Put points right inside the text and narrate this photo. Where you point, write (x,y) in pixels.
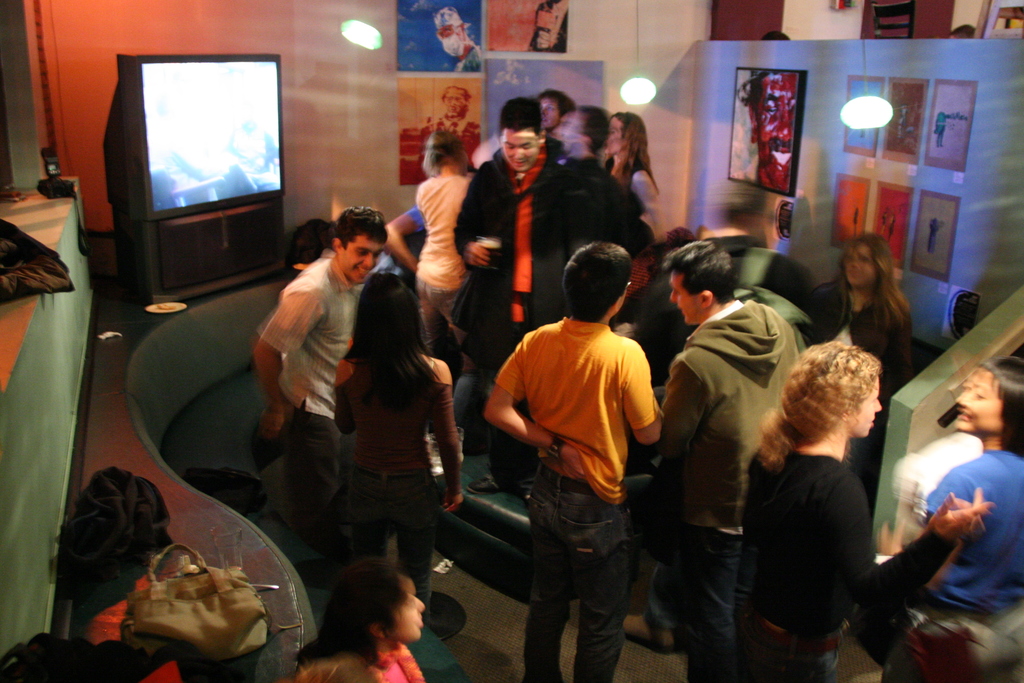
In this picture we can see some men (800,294) and women (847,469), standing in the room (718,192) and discussing something. Behind we can see television (140,146), drawing posters (476,90) on the wall (386,110) and hanging lights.
